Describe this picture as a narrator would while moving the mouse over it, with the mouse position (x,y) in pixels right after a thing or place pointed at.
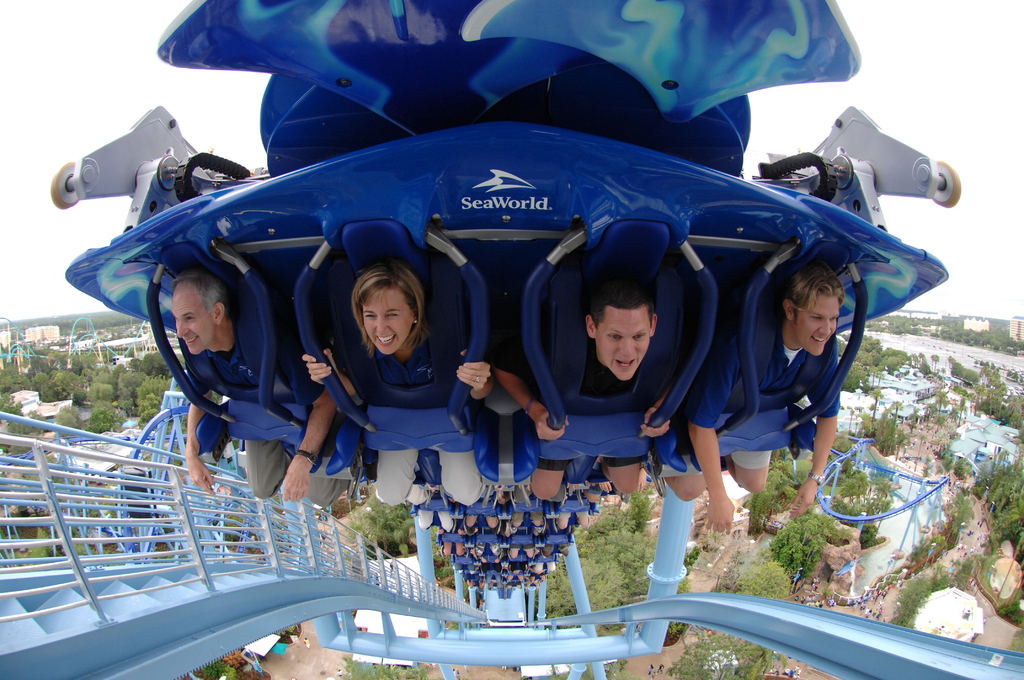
In the foreground (374,299) I can see a group of people (209,323) are sitting in the chairs (699,467) and riding a roller coaster (649,448). In the background (801,556) I can see trees (857,503), houses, buildings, road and vehicles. On the top (83,96) I can see the sky (86,39). This image is taken during a day.
